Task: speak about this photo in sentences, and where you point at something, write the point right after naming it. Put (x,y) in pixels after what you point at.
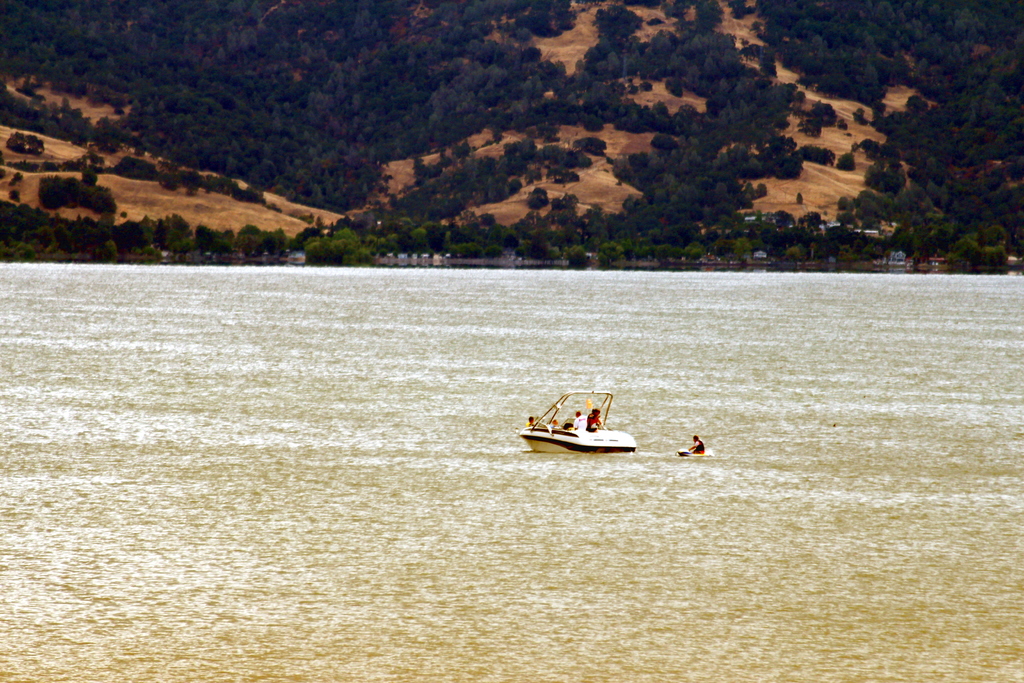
In the center of the image (574,447) we can see persons (531,420) sailing on the boat (562,434). In the background (557,371) we can see water (748,351), trees (650,185) and hill (359,149).
